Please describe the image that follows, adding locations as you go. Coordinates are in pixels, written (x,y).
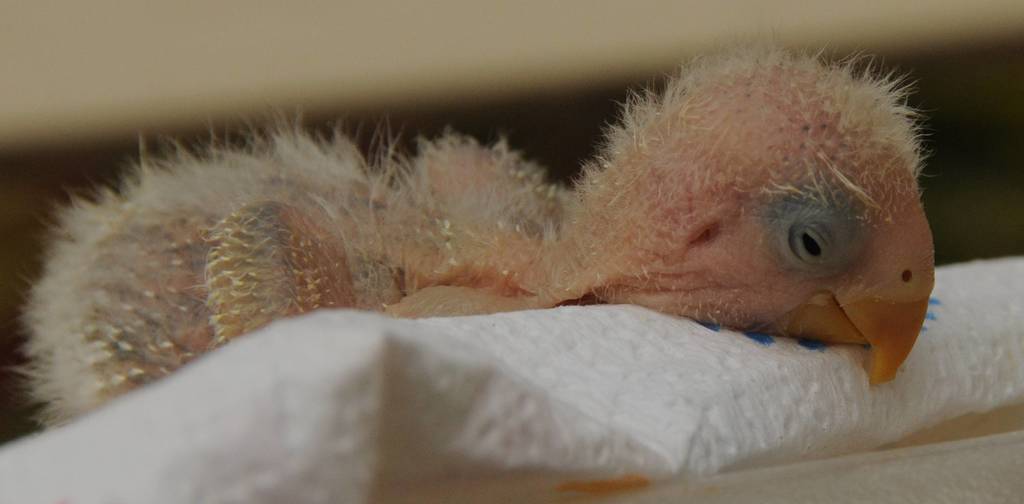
In this image we can see a bird (843,257) on the white surface (570,439).
